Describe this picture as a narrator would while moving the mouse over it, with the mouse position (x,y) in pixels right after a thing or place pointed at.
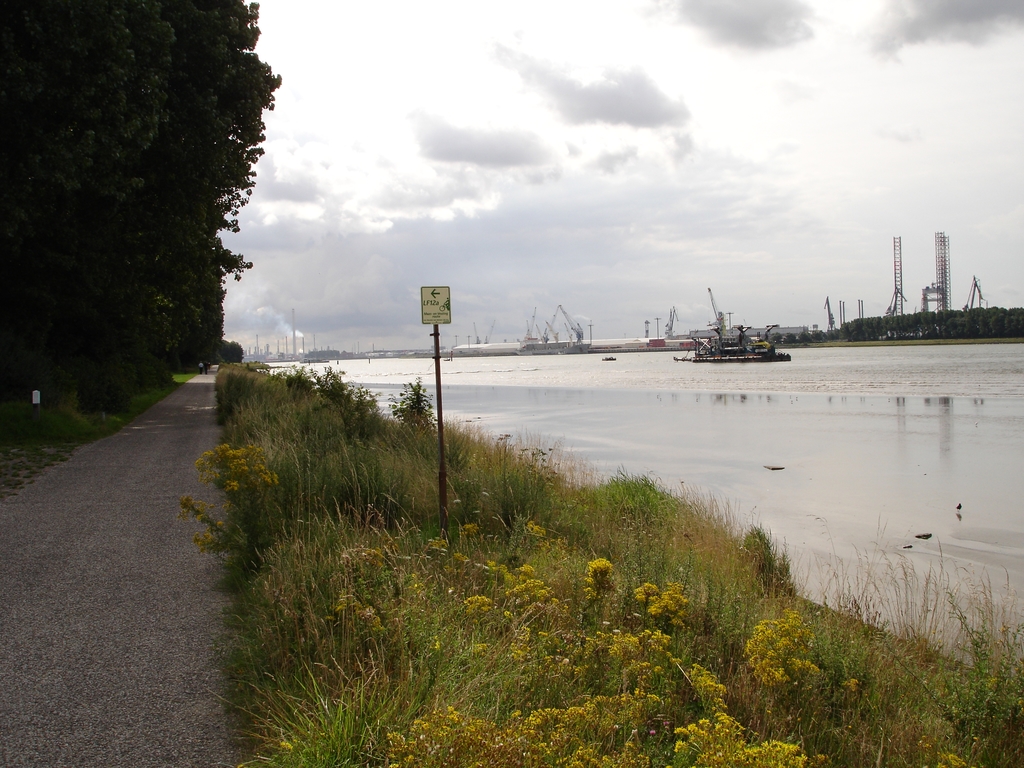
In the image we can see a boat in the water (786,405) and there are the cranes (580,327). This is a water (795,462), grass (457,624), road (134,596), pole (443,449), board (424,318), trees (117,239) and a cloudy sky (596,105). This is a smoke (284,327).
